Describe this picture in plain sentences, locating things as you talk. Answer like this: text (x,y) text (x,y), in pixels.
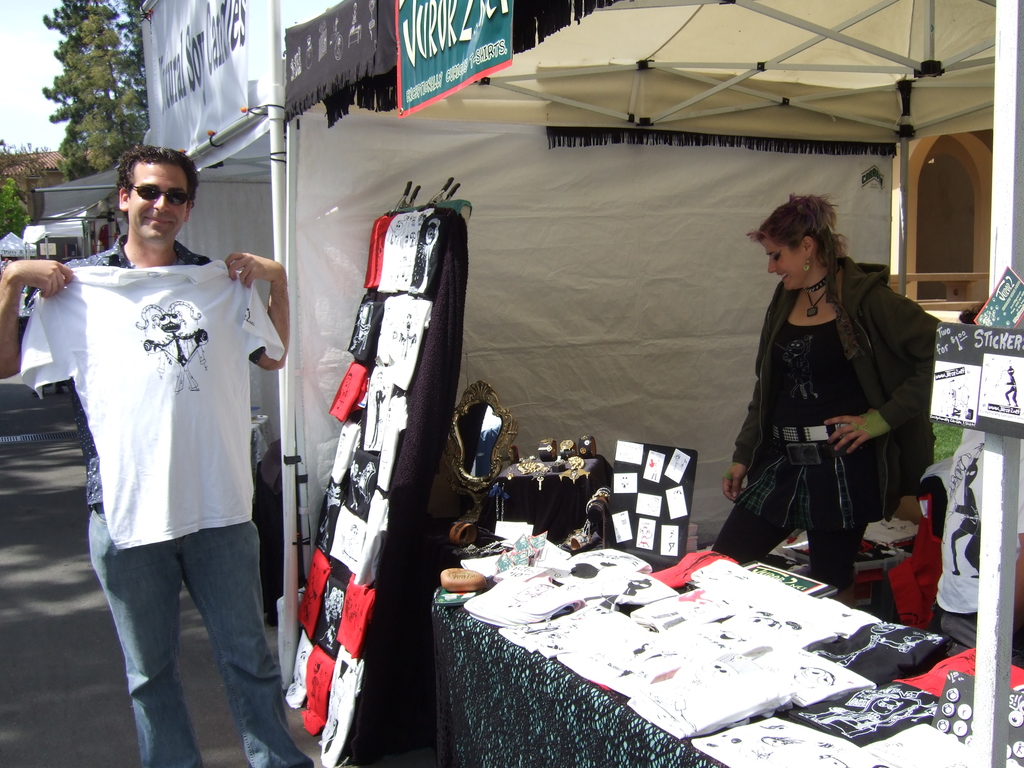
This is the man (126,601) standing and holding a T-shirt (120,434). He wore a shirt (80,434), goggles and trouser (136,624). Here is the woman (834,410) standing and smiling. This looks like a table (591,607) with few objects (597,615) on it. These are the banners (453,47) hanging. I can see a board (944,398) attached to the pole (1009,483). In the background (89,167), I can see the trees (10,213) and tents (79,219).
